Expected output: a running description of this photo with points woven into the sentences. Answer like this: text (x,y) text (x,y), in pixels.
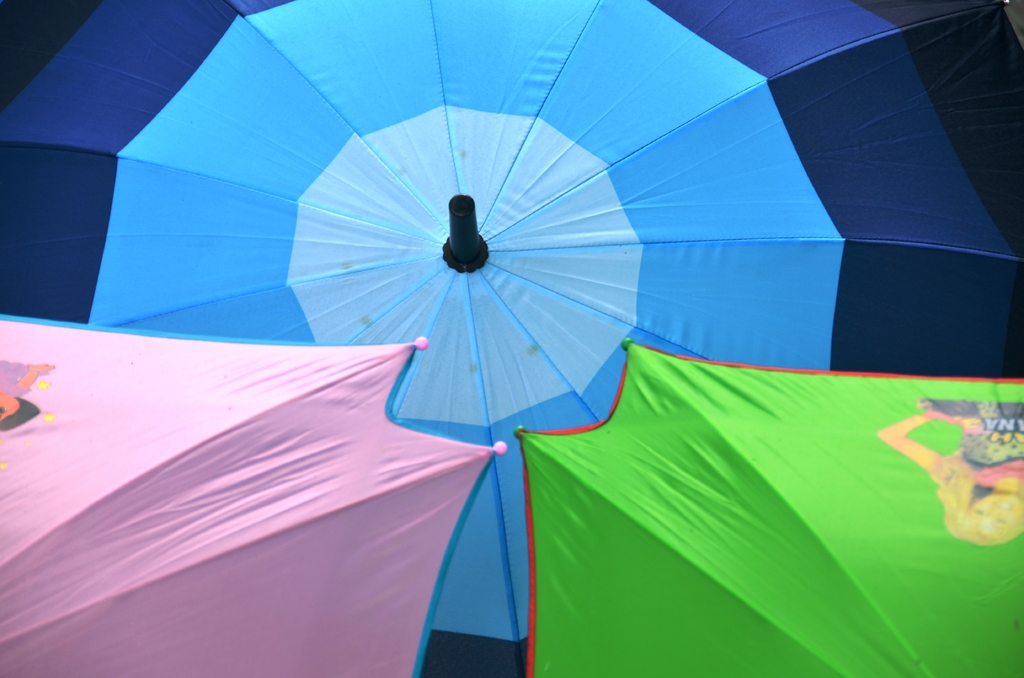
In this picture I can see 3 umbrellas (273,159), which are of pink, green and blue color and I see cartoon characters (5,390) on 2 umbrellas (708,490).
